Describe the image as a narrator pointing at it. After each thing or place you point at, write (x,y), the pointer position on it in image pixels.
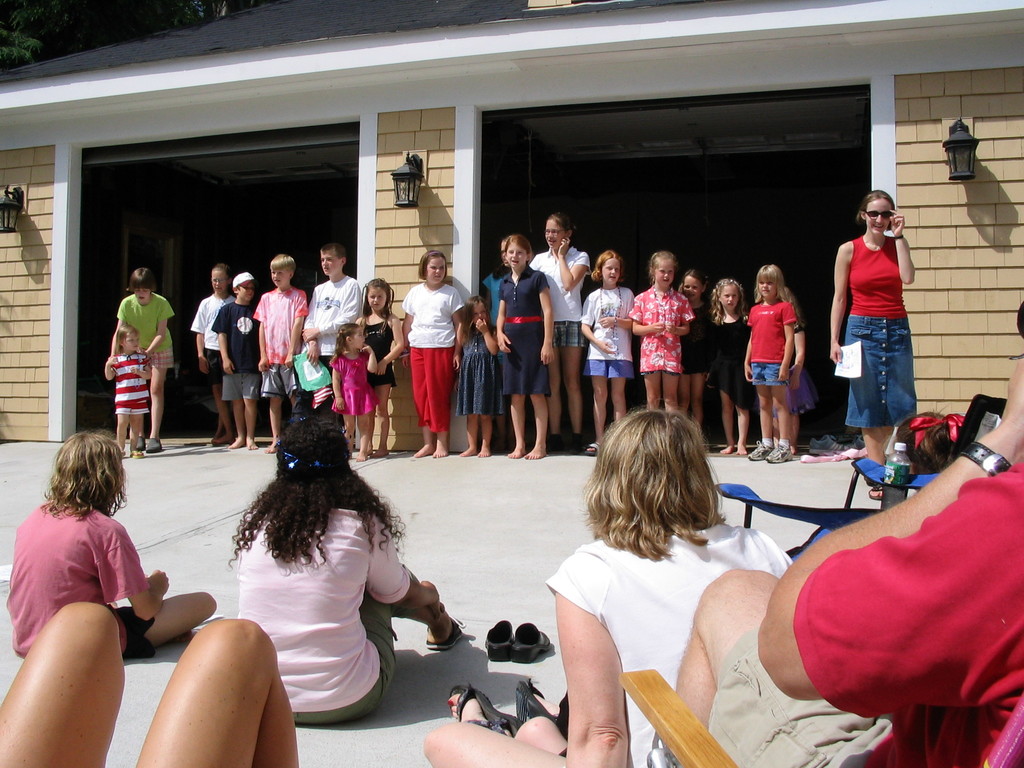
Here few women (709,496) are sitting in the left side (333,574) and here few boys (203,299) are standing. In the right side (708,343) few girls (573,396) are standing.
